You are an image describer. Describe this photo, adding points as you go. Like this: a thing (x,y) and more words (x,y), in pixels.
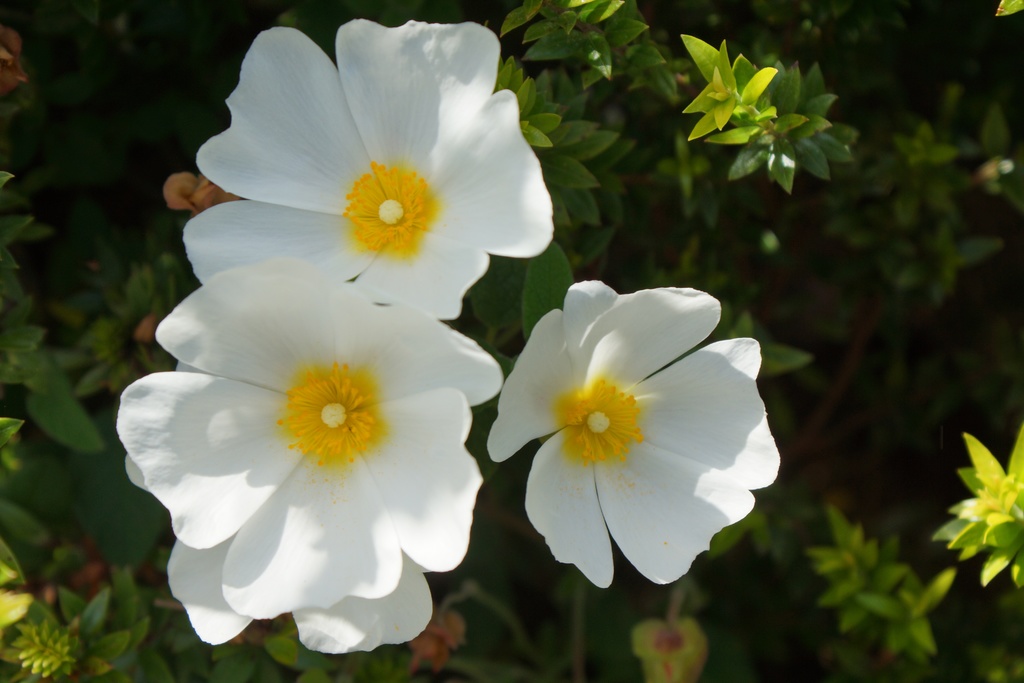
In this picture there are three white flowers (434,496) to a plant (590,247). In the background (246,52) there are plants (565,154).
